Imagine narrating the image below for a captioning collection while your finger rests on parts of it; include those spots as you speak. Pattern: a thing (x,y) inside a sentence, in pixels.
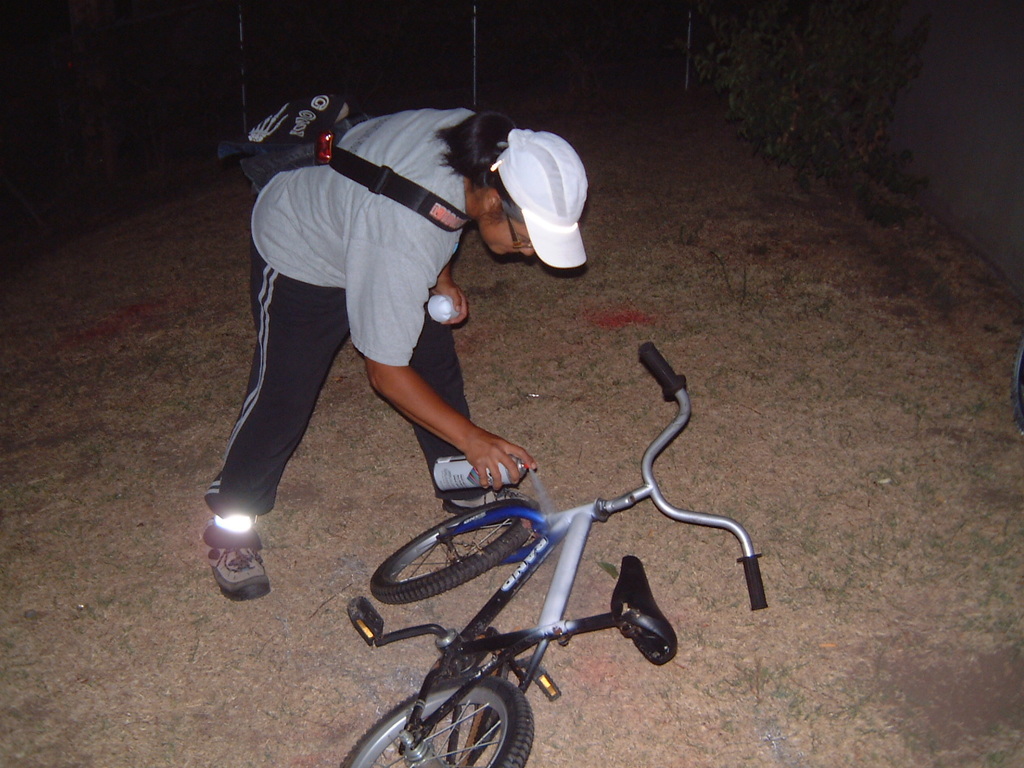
At the bottom of the image (571,676) there is a ground (564,501). In the middle of the ground (534,590) there is a cycle (505,714). Behind the cycle (523,720) there is a lady (376,380) with grey t-shirt (325,255), white cap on her head (557,226) and also there is a bag (376,171). She is holding the bottle (445,482) in her hand (485,453) and she is spraying on the cycle (557,608). At the top right of the image (813,98) there is a tree (789,128).
